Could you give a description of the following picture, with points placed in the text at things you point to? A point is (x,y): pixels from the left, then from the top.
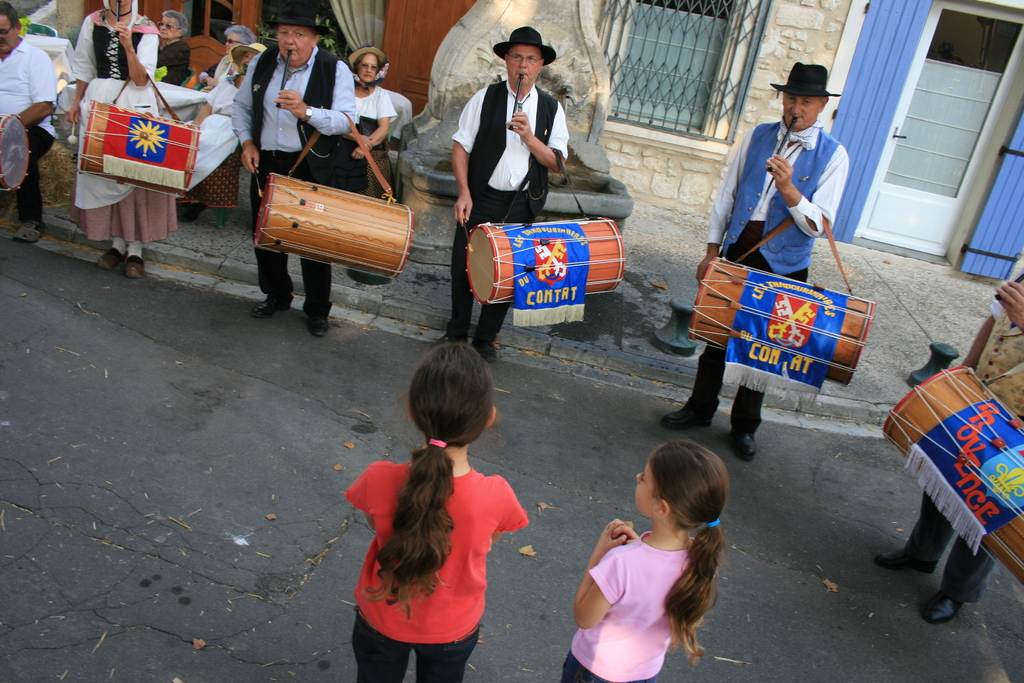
In the center (460,397) we can see two girls (403,486) were standing. And coming to background (758,241) we can see group of persons (749,227) were holding musical instruments (915,431). And coming to background (767,60) there is a wall (689,167), grill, door (964,86).
